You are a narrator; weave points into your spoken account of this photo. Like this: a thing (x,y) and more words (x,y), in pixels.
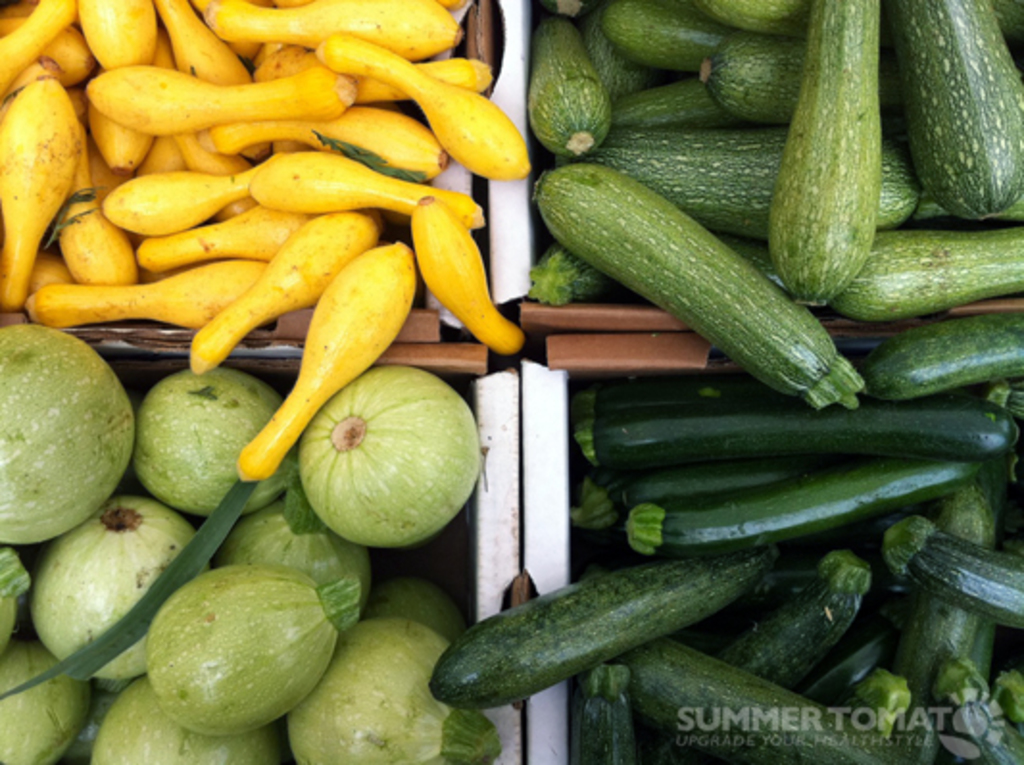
In the center of the image (487,331) we can see different types of vegetables (487,331) in the baskets (241,363). At the bottom right side of the image (707,718), there is a watermark (858,731).
